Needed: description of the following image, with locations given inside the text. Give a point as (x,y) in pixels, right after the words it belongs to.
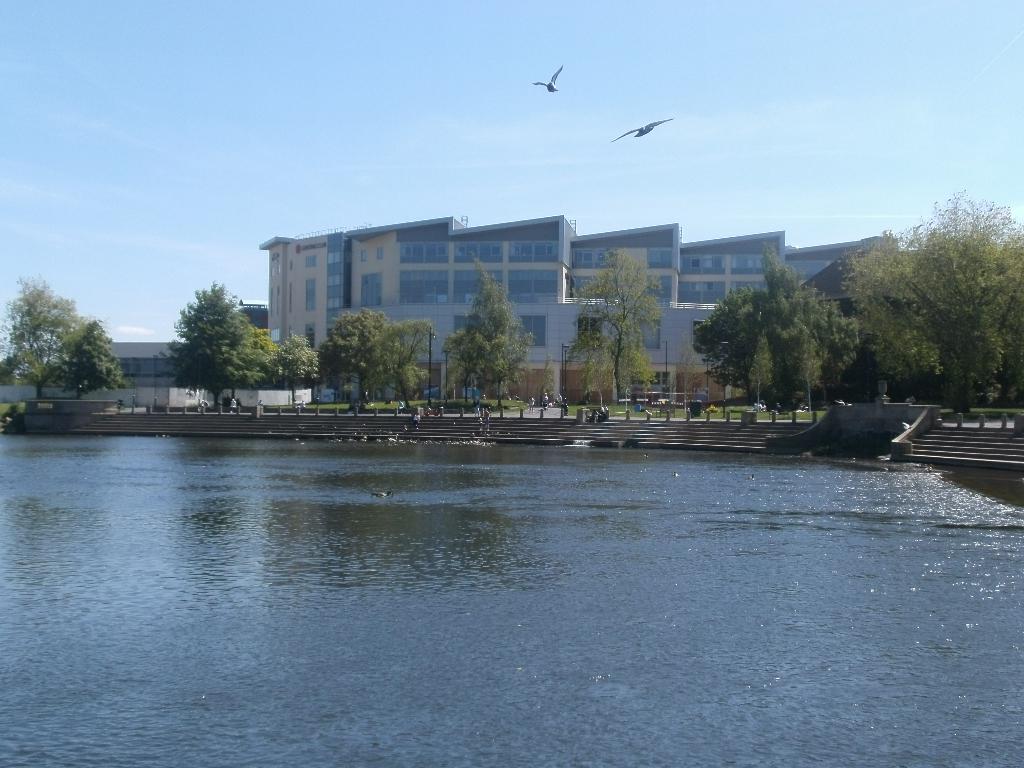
In this image I can see the water (403,557). To the side of the water (395,510) I can see the stairs (614,445), poles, few people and many trees (841,387). In the background (432,294) I can see the building (431,296) and the sky (473,148).
